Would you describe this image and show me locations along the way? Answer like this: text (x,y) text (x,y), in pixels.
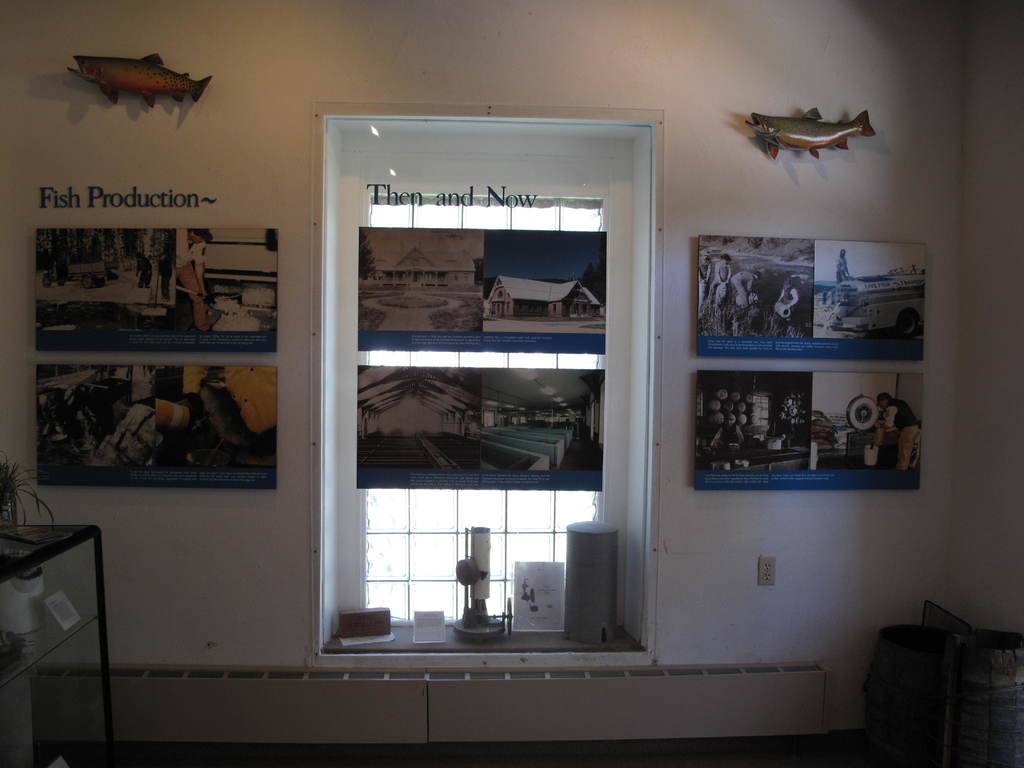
In this picture we can see photo frames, fish toys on the wall (211,588), here we can see a window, table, plant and some objects (903,687).
